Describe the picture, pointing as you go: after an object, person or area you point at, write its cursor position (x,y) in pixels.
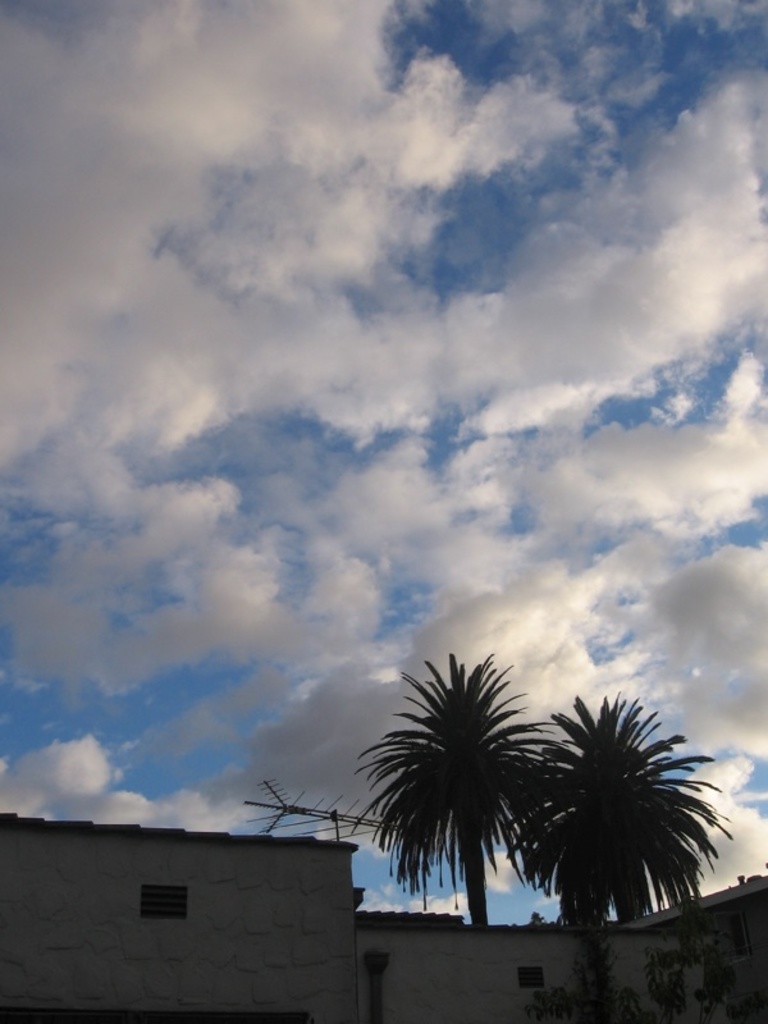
As we can see in the image there are buildings (402,979), windows (163,888), trees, sky (541,895) and clouds (290,239). The image is little dark.
